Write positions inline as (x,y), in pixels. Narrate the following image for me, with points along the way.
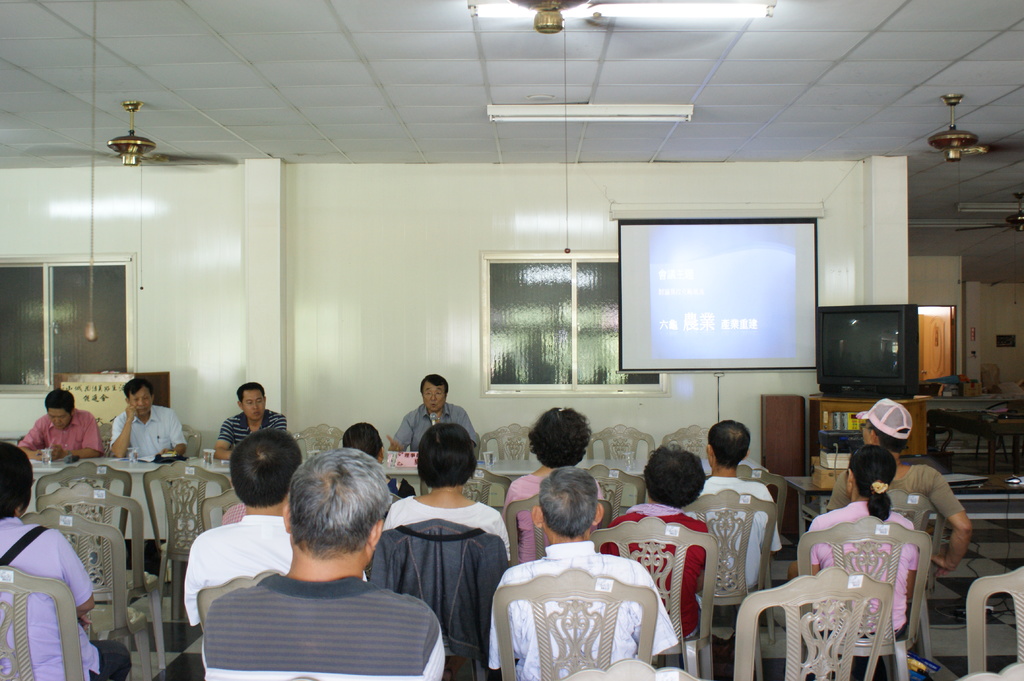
In this image i can see a group of people (564,526) are sitting on a chair (657,533) in front of a table (522,461). I can also see there is a projector screen (633,284), few fans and a tv (819,321) on a table (814,422).
